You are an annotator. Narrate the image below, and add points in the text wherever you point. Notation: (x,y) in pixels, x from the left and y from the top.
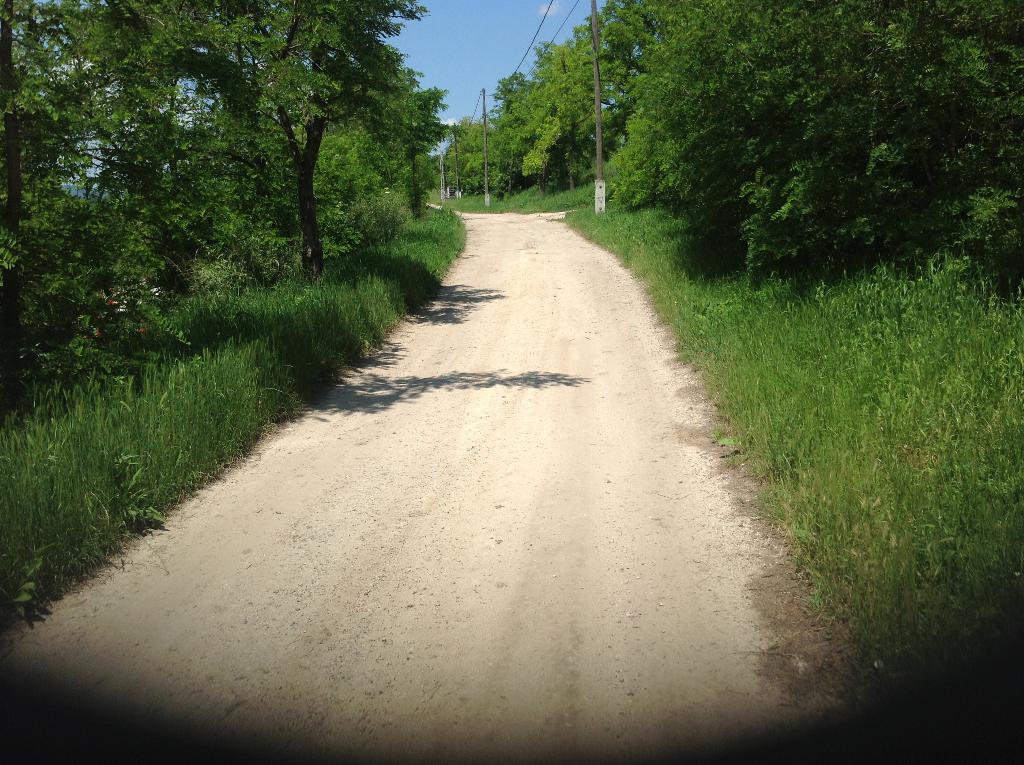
In this picture, we can see the path (552,503), ground (1020,444) with grass (775,408), plants (627,190), trees (654,170), poles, wires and the sky (490,66) with clouds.
